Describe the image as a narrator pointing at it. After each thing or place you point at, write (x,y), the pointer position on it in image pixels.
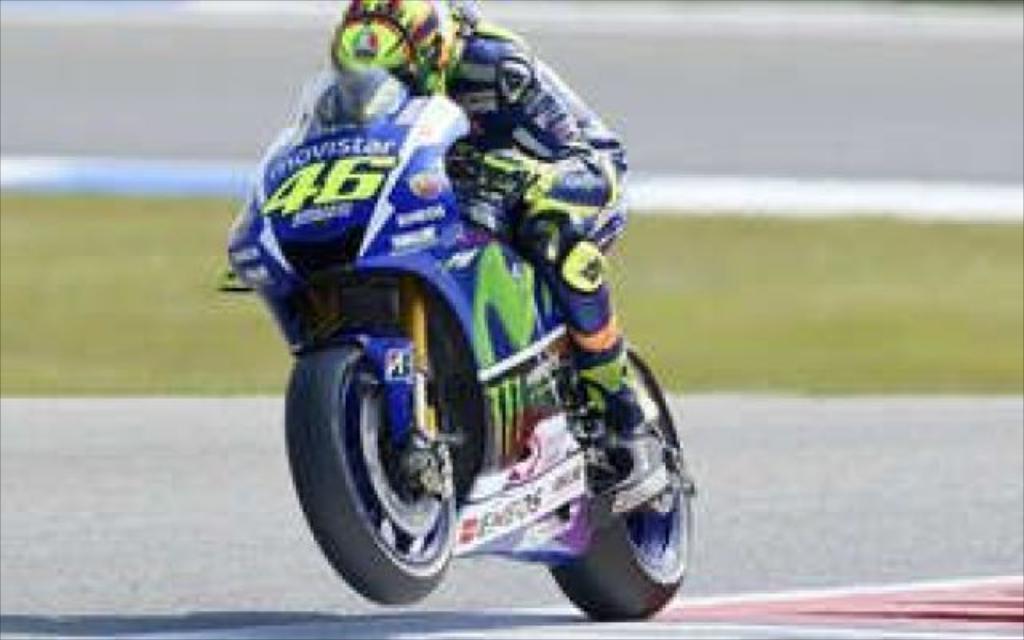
In this picture we can see a person (552,215) is riding motorcycle (514,404) on the road (774,566), in the background (938,339) we can see grass (877,257).
